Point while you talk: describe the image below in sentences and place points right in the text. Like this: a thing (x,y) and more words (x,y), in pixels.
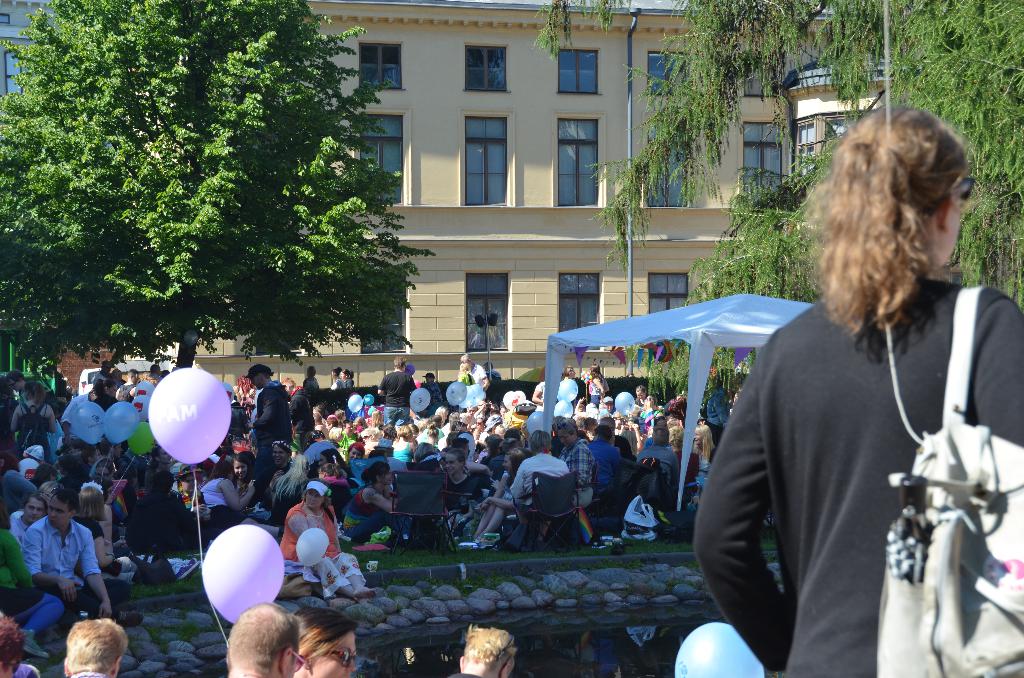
On the right side (985,311), there is a woman (842,311) in black color T-shirt (798,342), wearing a bag (965,468) and standing. Beside her, there is a blue color balloon (713,671). On the left side (222,595), there are two violet color balloons (227,555). Beside these two balloons (243,597), there are persons (262,611). In the background (496,603), there are stones (577,571). Beside these stones (515,587), there are persons (668,469) on the ground (407,553), on which there is grass (394,558), there is a white color tent (729,344), there are trees (313,31), buildings (479,2) which are having glass windows (492,148).
